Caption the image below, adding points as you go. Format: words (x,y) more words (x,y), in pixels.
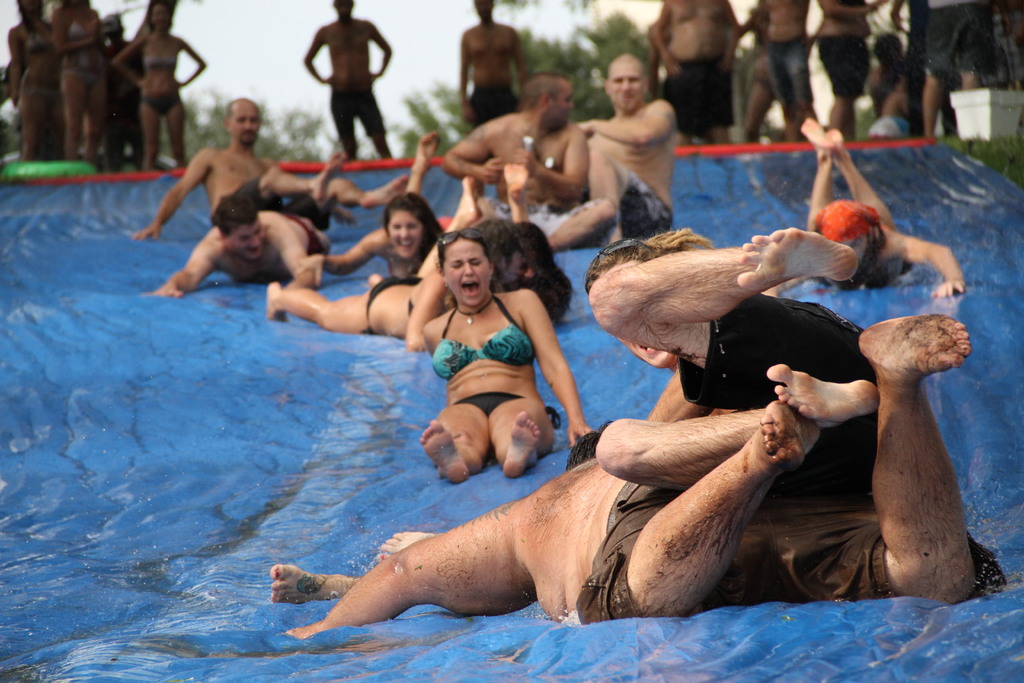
As we can see in the image there are few people (349,10) standing and few of them are on water slide (186,447). In the background (539,69) there are trees (543,38) and sky (222,50).
